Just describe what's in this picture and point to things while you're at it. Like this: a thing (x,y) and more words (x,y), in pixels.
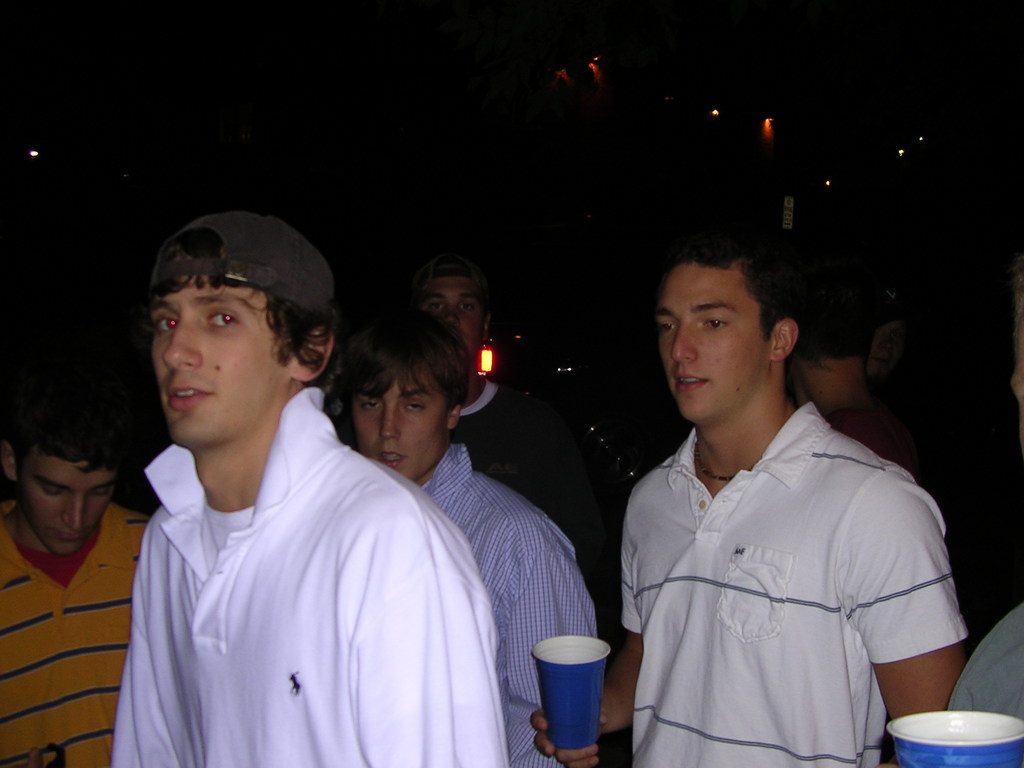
In this picture there are people (710,379) in the center of the image (367,495), few of them (675,363) are holding glasses (982,723) in their hands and there are lights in the background area of the image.
